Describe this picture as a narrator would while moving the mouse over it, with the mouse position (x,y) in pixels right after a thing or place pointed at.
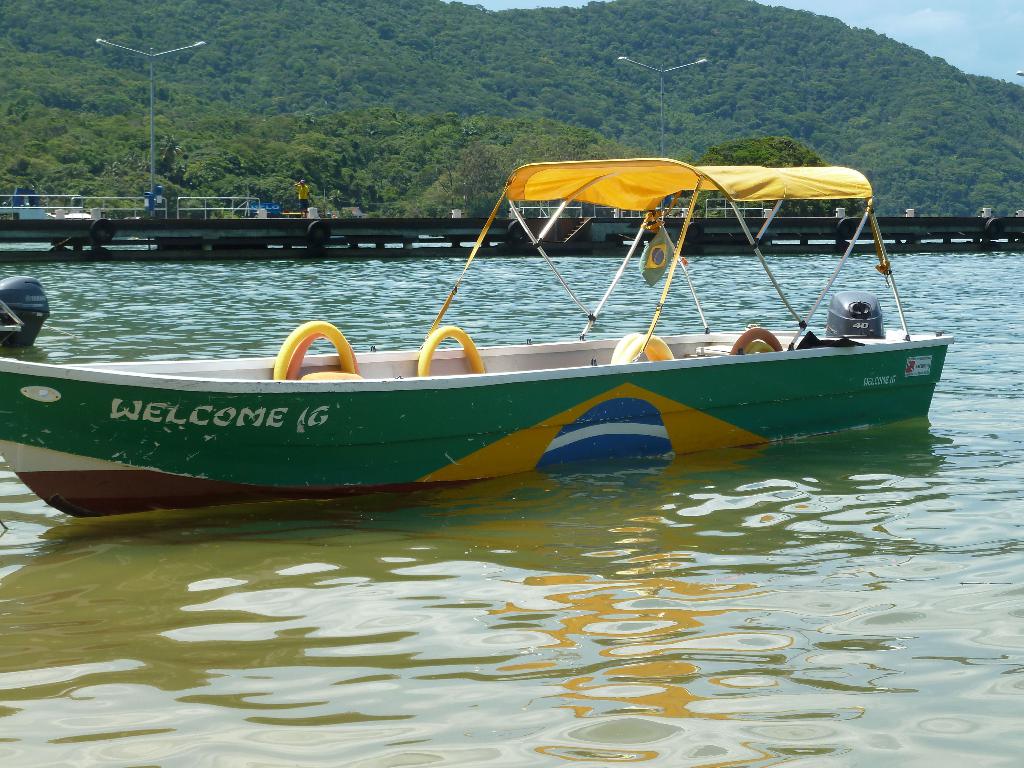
In this picture I can see there is a boat (438,446) sailing in the water (413,525) and in the backdrop (204,240) there is a bridge (254,217) and a mountain (307,84) with trees (529,71). The sky (921,33) is clear.
